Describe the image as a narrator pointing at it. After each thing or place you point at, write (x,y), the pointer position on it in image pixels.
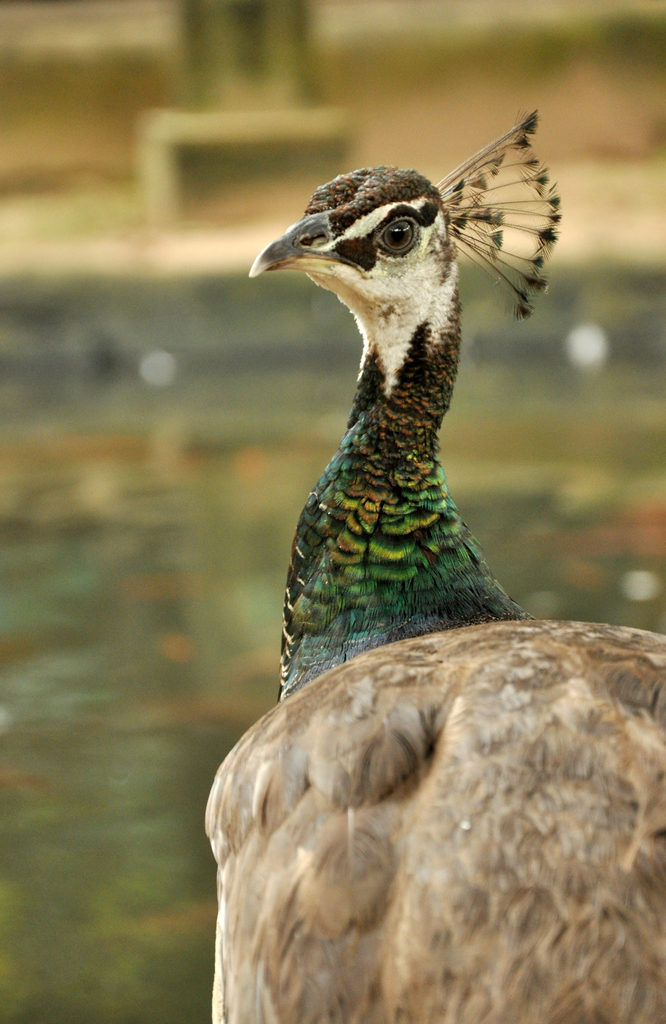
In this image I can see a bird (455,827) which is brown, cream, green and black in color and the blurry background (523,351).
